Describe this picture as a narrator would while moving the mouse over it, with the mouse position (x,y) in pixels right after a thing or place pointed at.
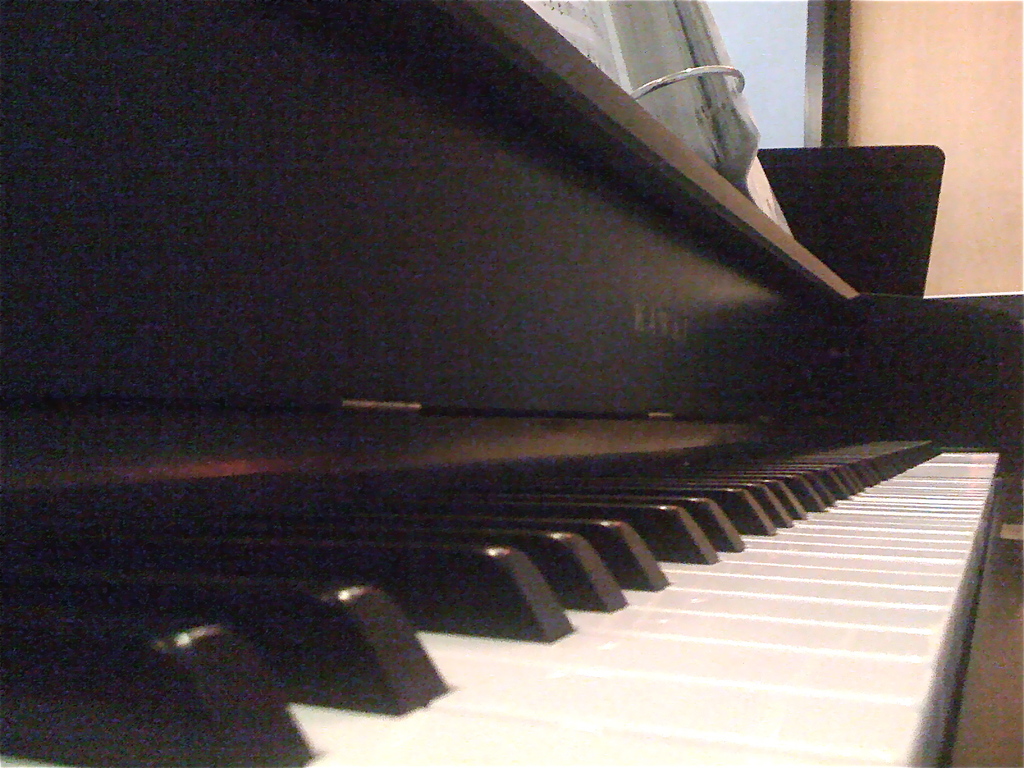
In this image we can see piano (688,320).
